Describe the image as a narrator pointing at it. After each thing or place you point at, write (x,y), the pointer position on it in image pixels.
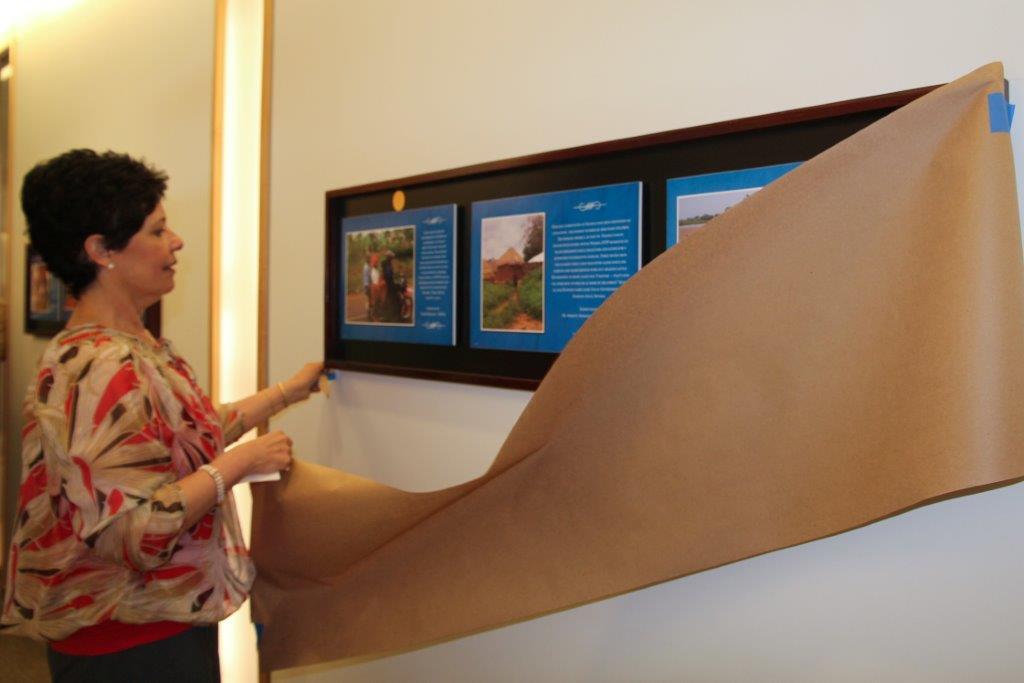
In this image we can see a woman (37,212) on the left side (206,400) and she is having a look at the photo frame (507,291) which is on the wall (196,208). Here we can see the cloth (626,303). Here we can see another photo frame (62,295) on the wall (16,303).
